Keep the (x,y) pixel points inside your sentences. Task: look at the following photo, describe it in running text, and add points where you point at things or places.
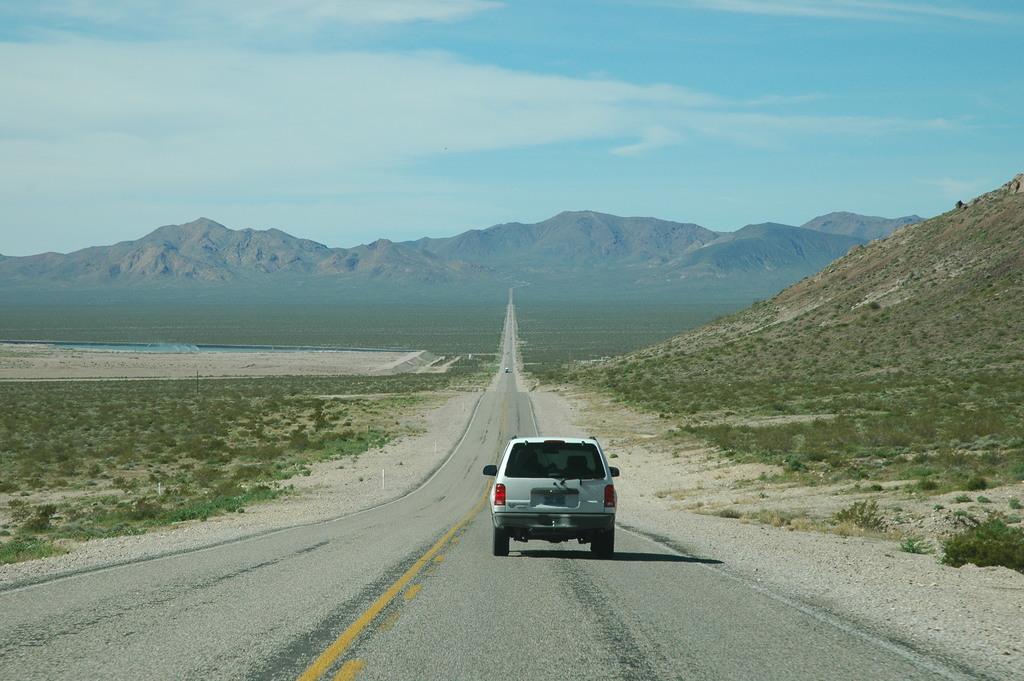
In this image there is a car (520,463) on a road (498,400), on the left side (35,527) there is a grassland (246,410), on the right (981,314) there is a mountain (817,291), in the background (431,279) there are mountains (478,249) and the sky (526,98).
